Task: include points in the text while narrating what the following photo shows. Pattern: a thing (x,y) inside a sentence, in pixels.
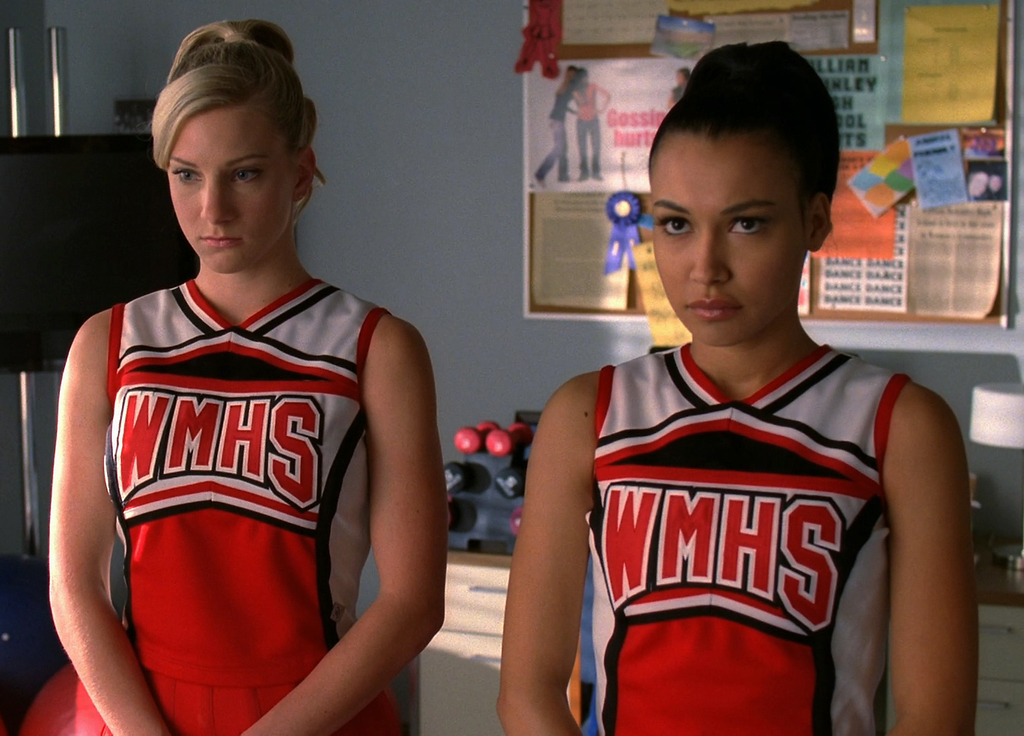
In this image I can see two people (612,500) with red and white color dresses (638,580). In the back (400,150) I can see the wall (399,242). To the wall (515,180) there is a board (527,204) and some papers (633,133) are attached to that. To the left (27,227) I can see the television screen (72,286).
